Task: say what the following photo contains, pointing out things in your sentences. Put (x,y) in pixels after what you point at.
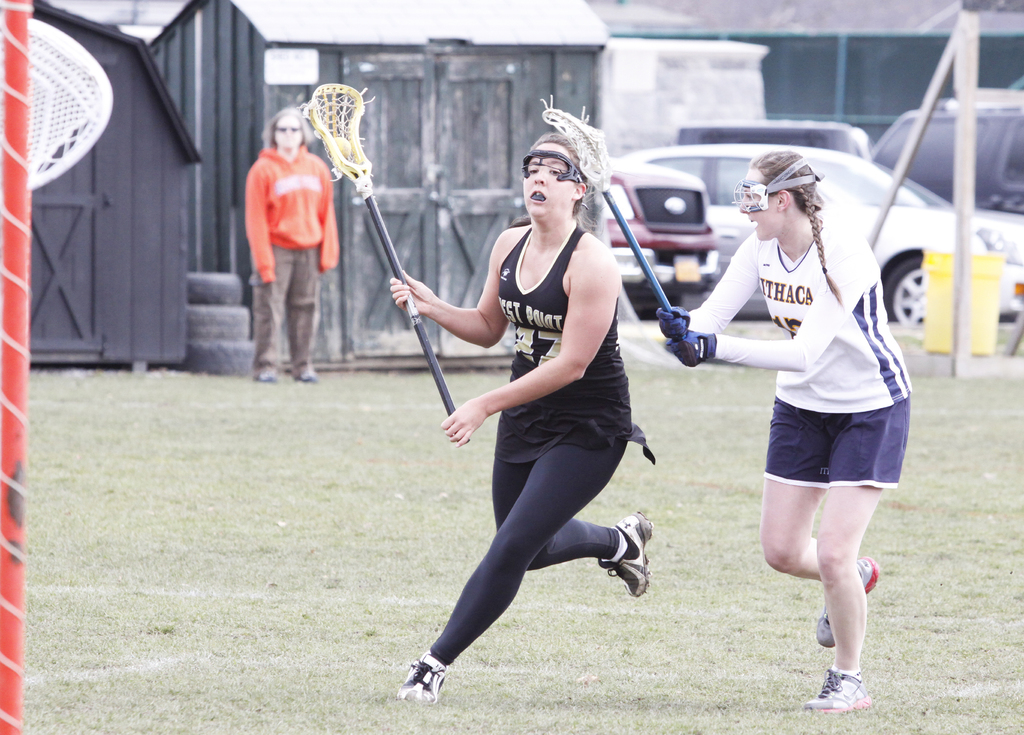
In this picture both the women (509,434) are running with holding stick (354,165) in their hands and on right side (741,189) woman (778,213) wore a mask (780,182), gloves (702,351) and they are running on the grass (243,508). In the background (270,157) we can see a person (269,183) looking at them and houses (411,115), cars (631,163) and a bin (986,275) placed over there.
